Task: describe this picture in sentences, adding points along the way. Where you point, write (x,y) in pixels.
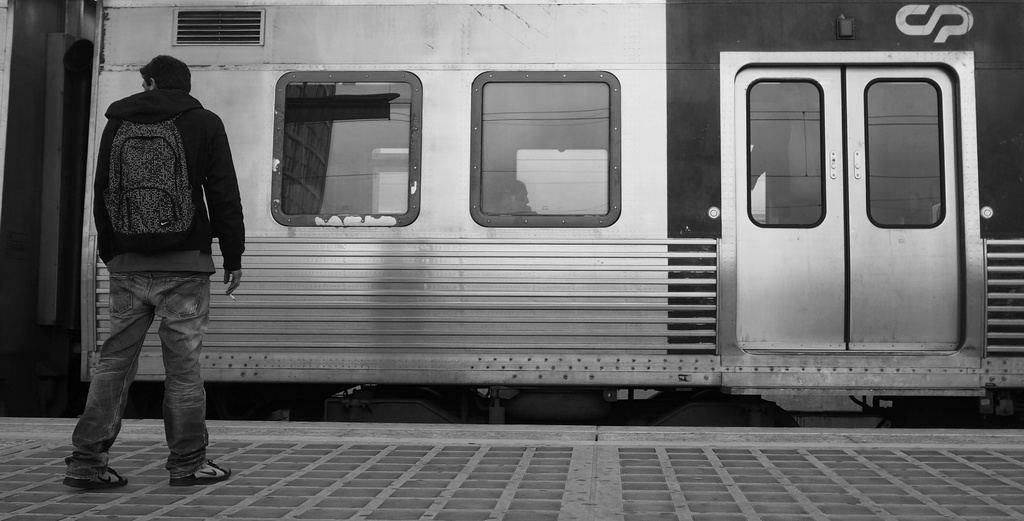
In this picture I can observe a person (184,284) standing on the platform (111,454) on the left side (153,243). In the middle of the picture (569,277) I can observe train (484,110) on the track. This is a black and white image.
